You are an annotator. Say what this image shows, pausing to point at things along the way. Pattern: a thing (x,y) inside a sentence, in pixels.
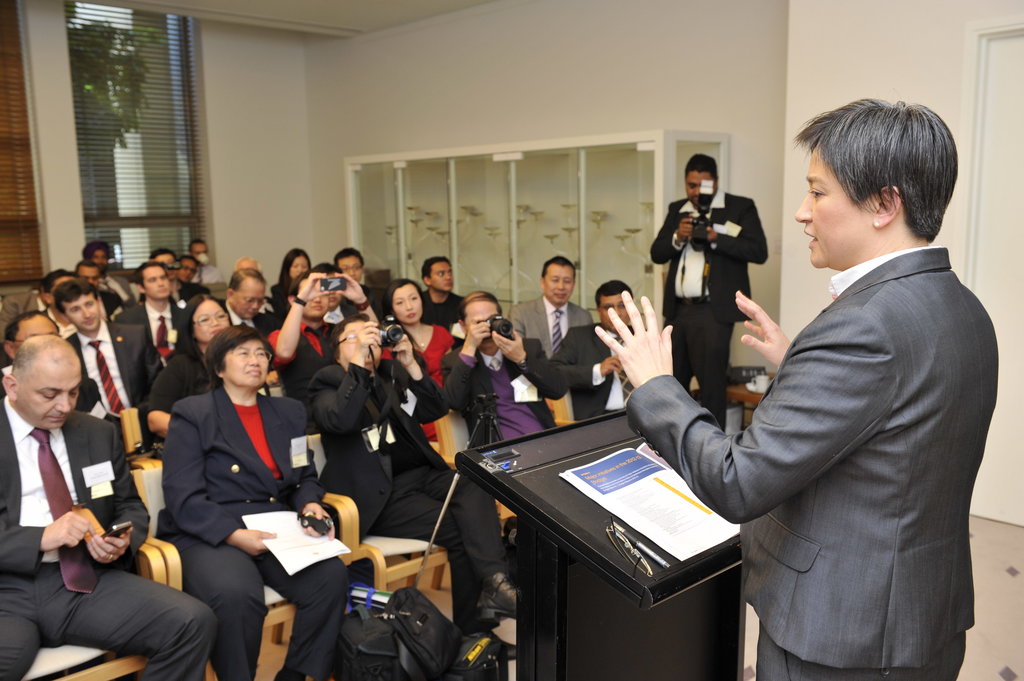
In this image we can see a group of people (616,395) sitting on chairs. Some people (376,398) are holding devices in their hands (77,519). One woman (246,454) is holding a paper (289,569). In the foreground of the image (463,649) we can see some bags (432,669) placed on the ground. On the right side of the image (789,676) we can see two people (832,381) standing. One person (737,309) is holding the camera (708,228), we can also see a book (667,518), pen (659,555) and spectacles (644,562) placed on the podium (544,530). In the background (590,304), we can see some objects (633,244) inside a glass door (558,246), windows (122,155) and a tree (126,58).
